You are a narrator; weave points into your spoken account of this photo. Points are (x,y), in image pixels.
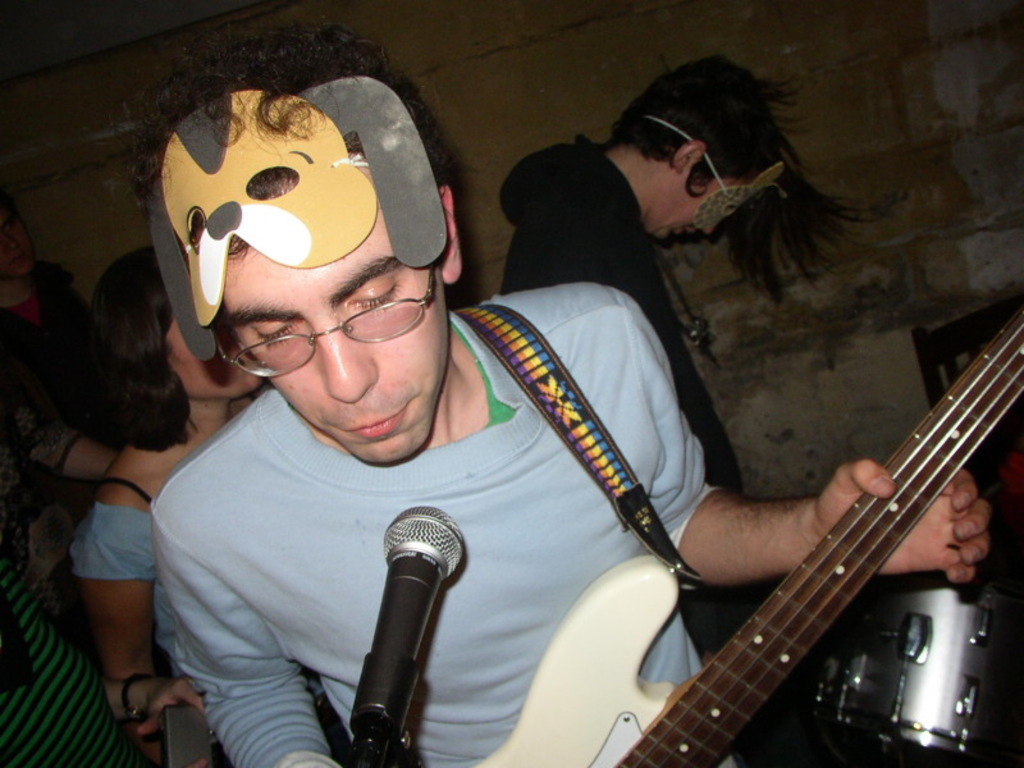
Here in the center (483,390) we can see one person (468,547) he is playing guitar (664,720). In front of him there is a microphone (415,570) and back of him we can see some people (581,201) were standing. And coming to the background (514,82) there is a wall (585,55).
